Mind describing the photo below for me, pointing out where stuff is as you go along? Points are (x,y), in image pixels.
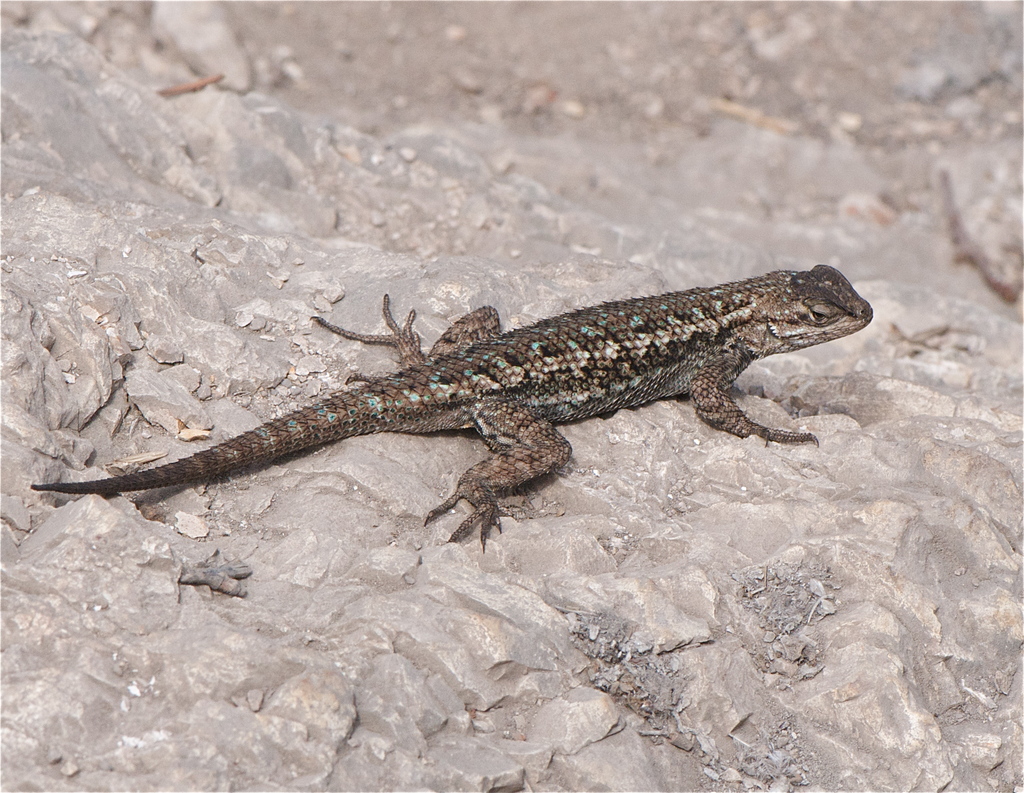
In this image I can see a reptile (516,368) on the rock (558,632) and it is facing towards the right side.
